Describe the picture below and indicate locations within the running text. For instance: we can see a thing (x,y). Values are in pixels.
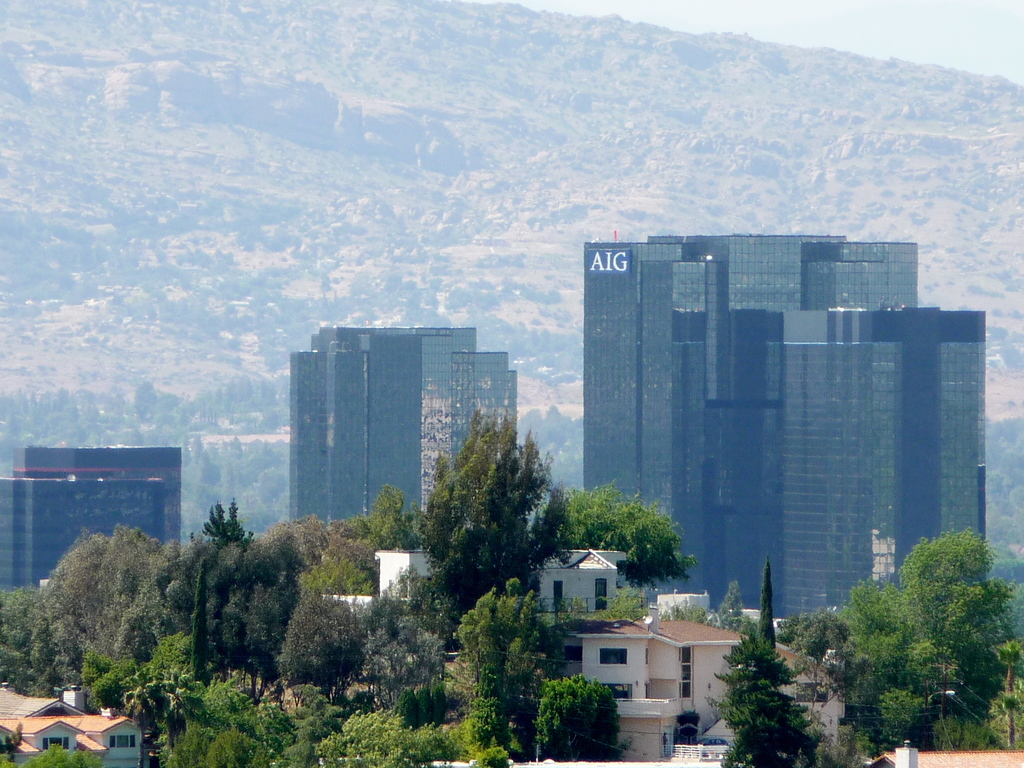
In this picture there is a big glass building (721,523). In the front (399,524) bottom side there are many trees (561,683) and small shed houses (672,693). In the background (191,250) there is a huge rock mountains (446,205).
